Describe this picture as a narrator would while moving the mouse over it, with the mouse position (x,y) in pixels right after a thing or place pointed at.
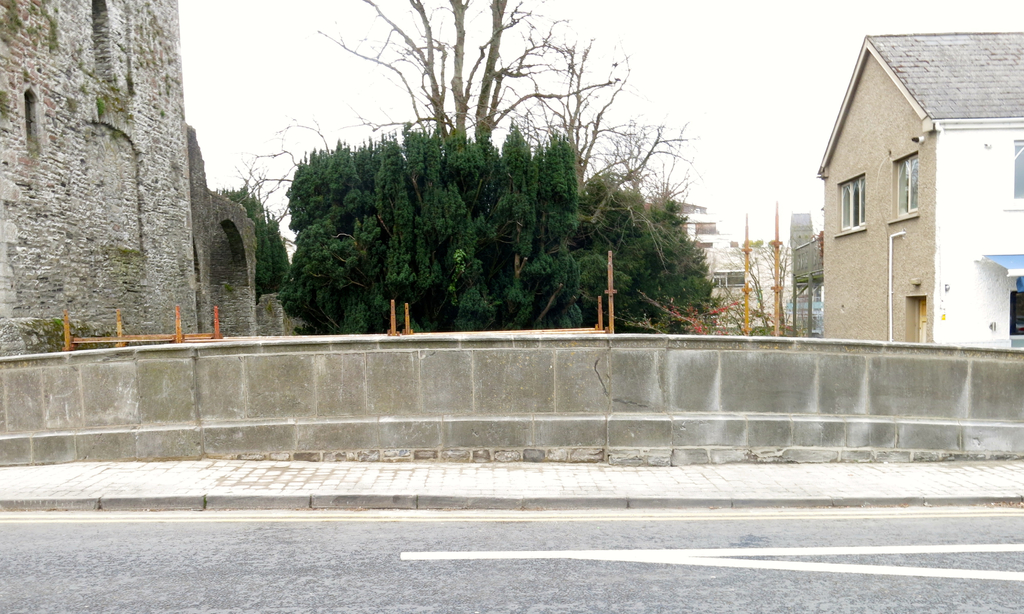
In this image, we can see few houses (941,218), walls (902,227), glass windows (862,223), pipes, poles (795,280), trees (352,322). At the bottom (712,578), there is a road (700,585) with white lines (826,570). Footpath (724,491) here we can see. Background (734,109) there is a sky (761,132).
